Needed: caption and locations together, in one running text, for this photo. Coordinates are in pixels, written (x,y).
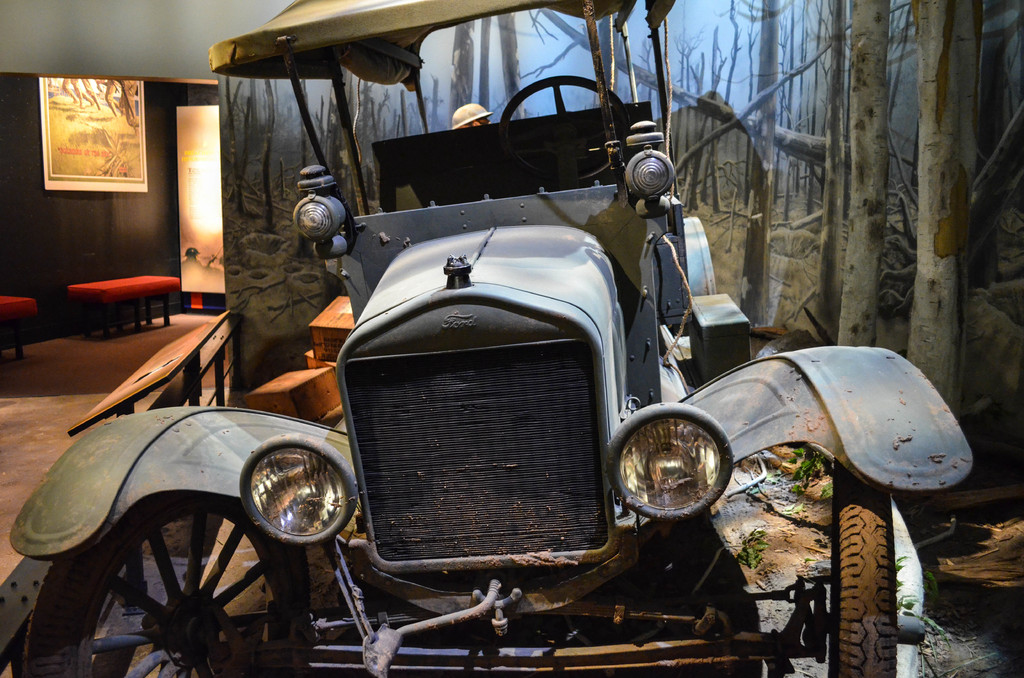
In this image there is a car (405,363), there is a person (483,123) wearing a helmet (471,114), there are boxes (317,358) on the ground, there are benches (140,293), there is a painting (990,203) on the wall (834,169), there is a photo frame (103,152) on the wall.
